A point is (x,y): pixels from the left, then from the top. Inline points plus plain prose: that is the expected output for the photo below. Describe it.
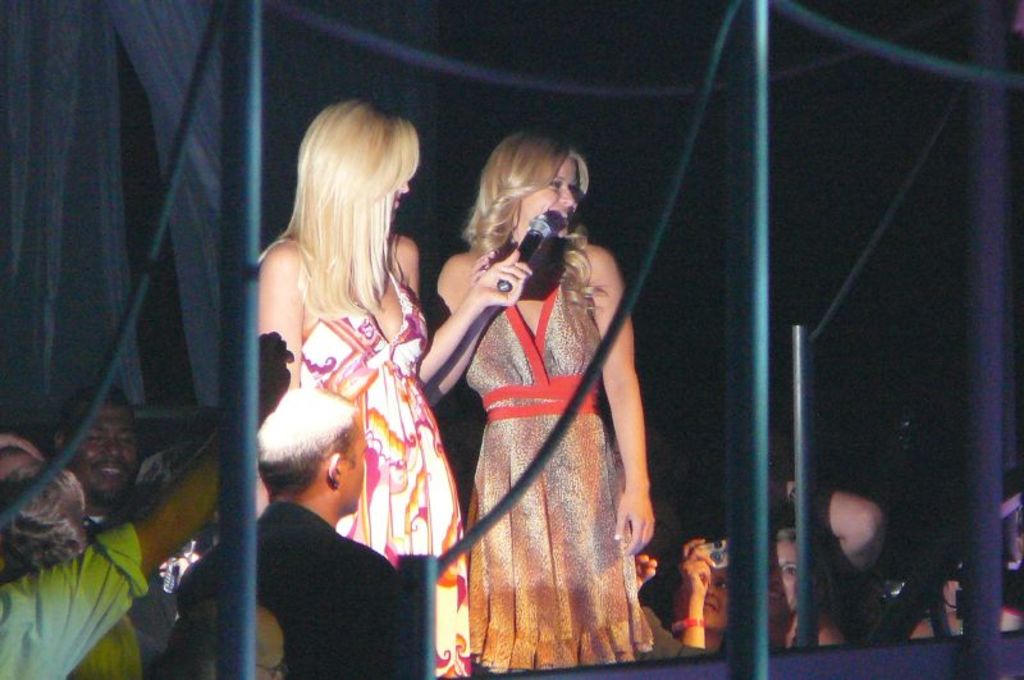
In the picture it looks like some event, there are two women (378,356) standing on the stage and around them there is a crowd (906,604), in front of the women (555,513) there are few iron rods (998,255).
